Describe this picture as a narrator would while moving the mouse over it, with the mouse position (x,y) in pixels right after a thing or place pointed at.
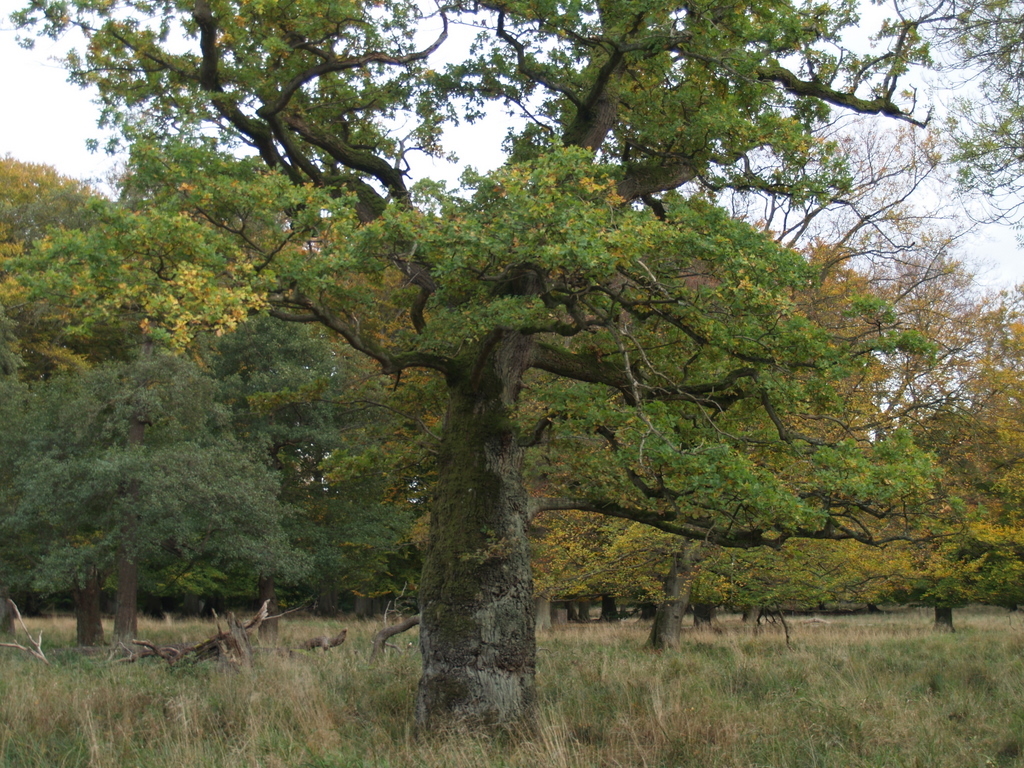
In the background (66,104) we can see the sky (25,110). In this picture we can see the trees (921,318), branches (152,642) and the grass plants (273,708).
